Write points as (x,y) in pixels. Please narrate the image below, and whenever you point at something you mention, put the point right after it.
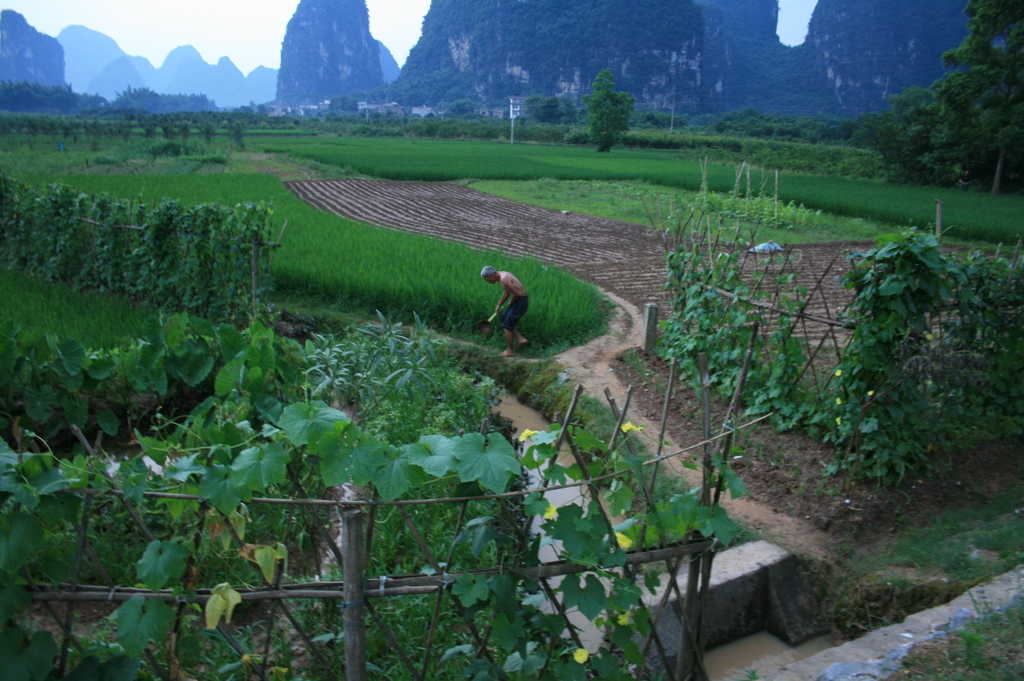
In this picture there is a farmer (513,323) in the center of the image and there is greenery (427,292) around the area of the image and there is boundary (41,597) at the bottom side of the image (338,560).
